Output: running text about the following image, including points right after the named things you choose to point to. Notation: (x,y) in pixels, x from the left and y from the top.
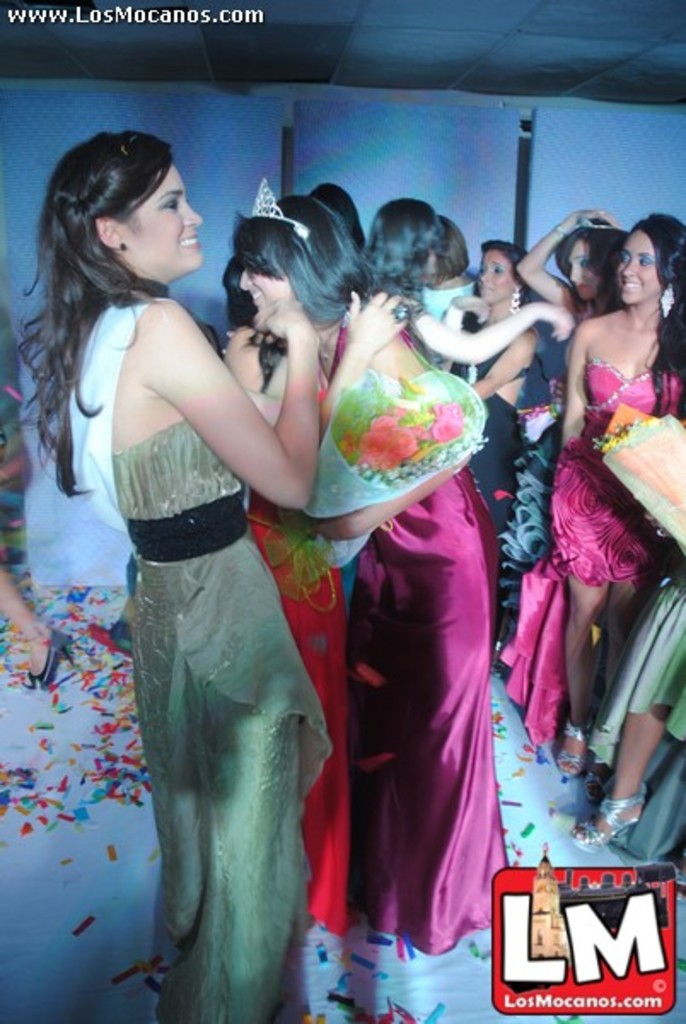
There is a group of women (228,661) and flower bouquets (382,447) are present in the middle of this image (432,417). We can see a logo (568,884) in the bottom right corner of this image (567,950) and in the top left corner of this image (117,12) as well.
